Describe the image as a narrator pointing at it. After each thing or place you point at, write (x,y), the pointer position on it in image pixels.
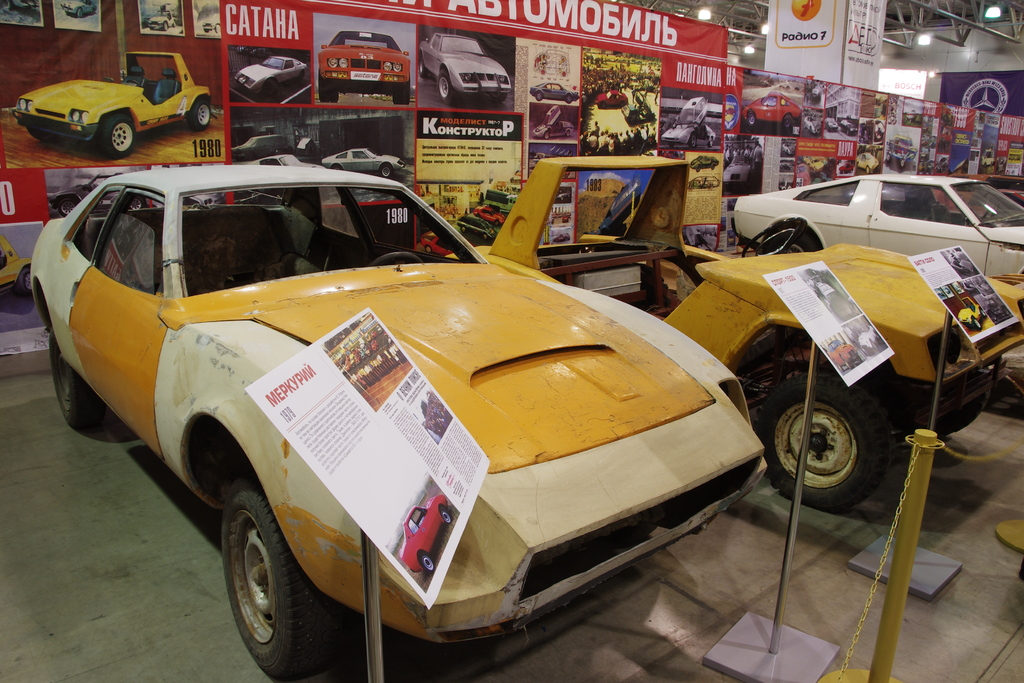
This is the picture of a place where we have some cars (547,399) and also we can see some stands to which there are some posters (371,368) and behind there is a poster (558,5).
